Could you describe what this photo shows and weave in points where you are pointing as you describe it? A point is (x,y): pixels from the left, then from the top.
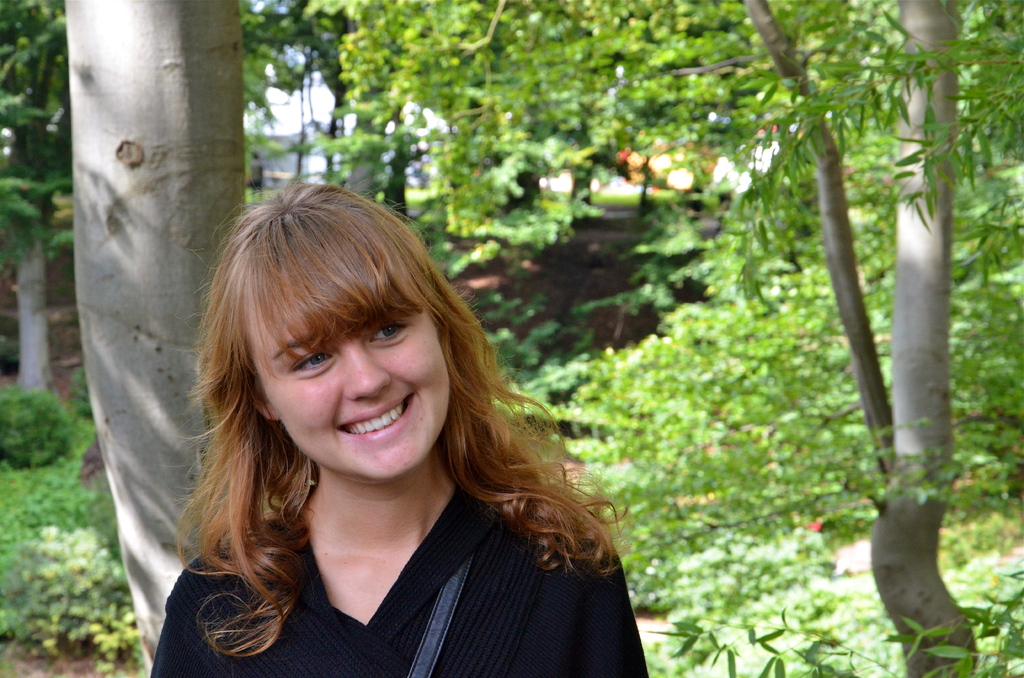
In this image we can see a woman (476,400). On the backside (879,328) we can see the bark (188,116) of a tree (237,206), some plants (882,340), trees (848,352) and the sky (325,113).
